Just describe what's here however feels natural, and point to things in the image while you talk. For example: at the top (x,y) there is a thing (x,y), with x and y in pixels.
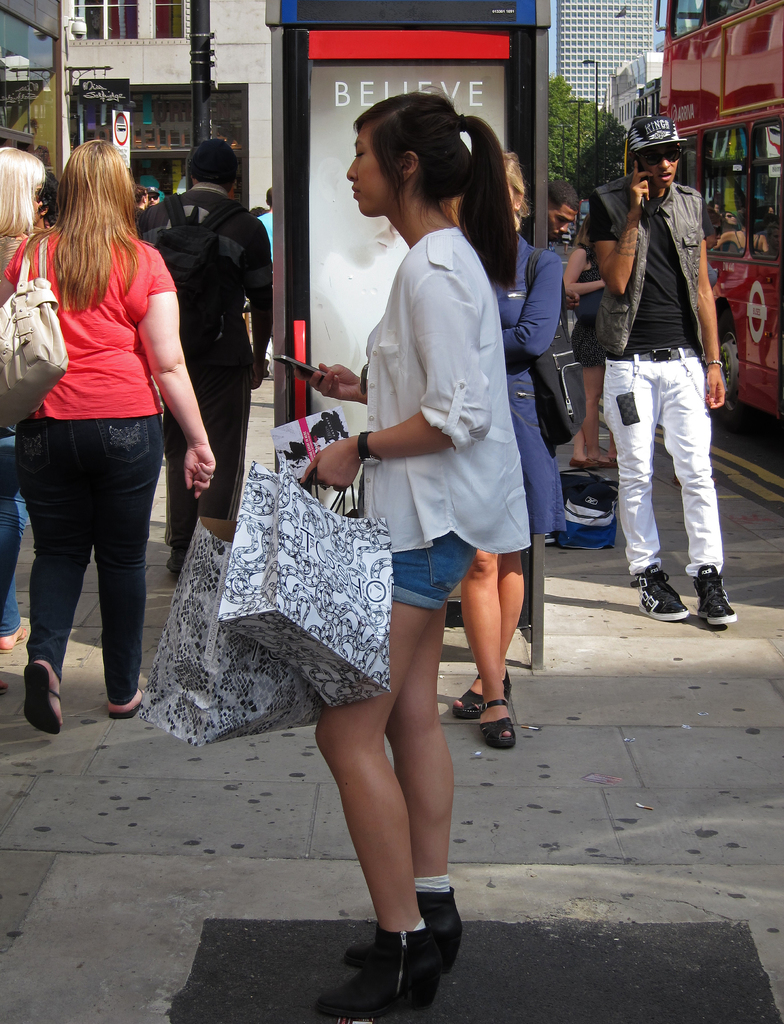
In this picture there is a woman (381,798) who is wearing white shirt (494,473), short (450,556) and shoe (423,903). She is holding a mobile phone (280,358) and bags (318,573). Here we can see a woman (524,376) who is wearing blue color dress (534,305) and sandal (507,705). She is standing near to the advertisement board (347,126). On the right (702,253) there is a man (704,306) who is wearing cap (664,138), goggles (653,155), jacket (676,229), t-shirt (669,334), trouser (640,393) and shoe (667,597). Here we can see red color bus (772,72). On the left (75,494) we can see group of persons (200,361) walking on the street (104,694). On the background (625,79) we can see many buildings (608,103), street lights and trees (570,142). Here we can see sky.
